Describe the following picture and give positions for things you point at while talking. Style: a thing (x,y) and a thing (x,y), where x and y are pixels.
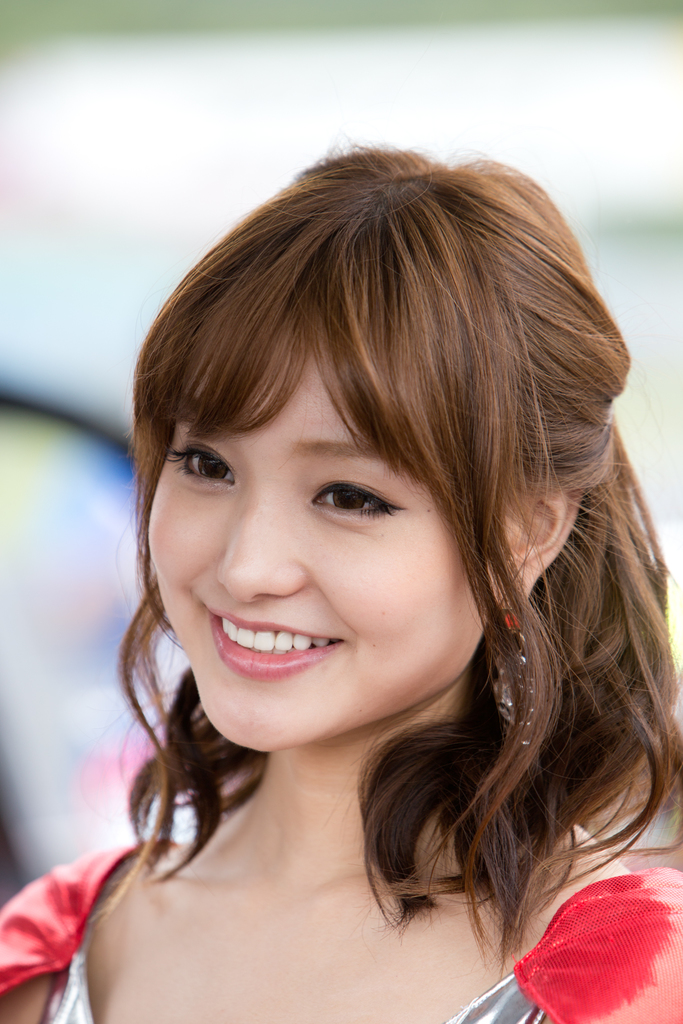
In this image there is a woman (329,748) in the front (316,706) and smiling.
